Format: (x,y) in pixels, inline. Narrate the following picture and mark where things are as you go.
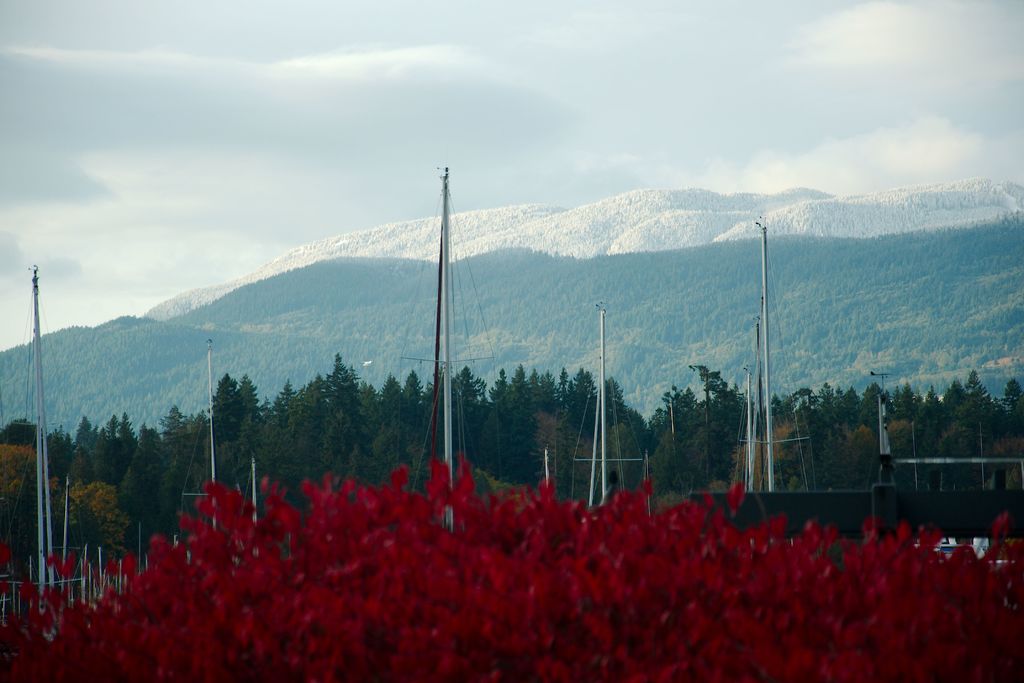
In this image I can see few flowers (565,559) in red color. In the background (746,374) I can see few poles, trees (488,452) in green color, mountains (387,237) and the sky (357,109) is in white color.
